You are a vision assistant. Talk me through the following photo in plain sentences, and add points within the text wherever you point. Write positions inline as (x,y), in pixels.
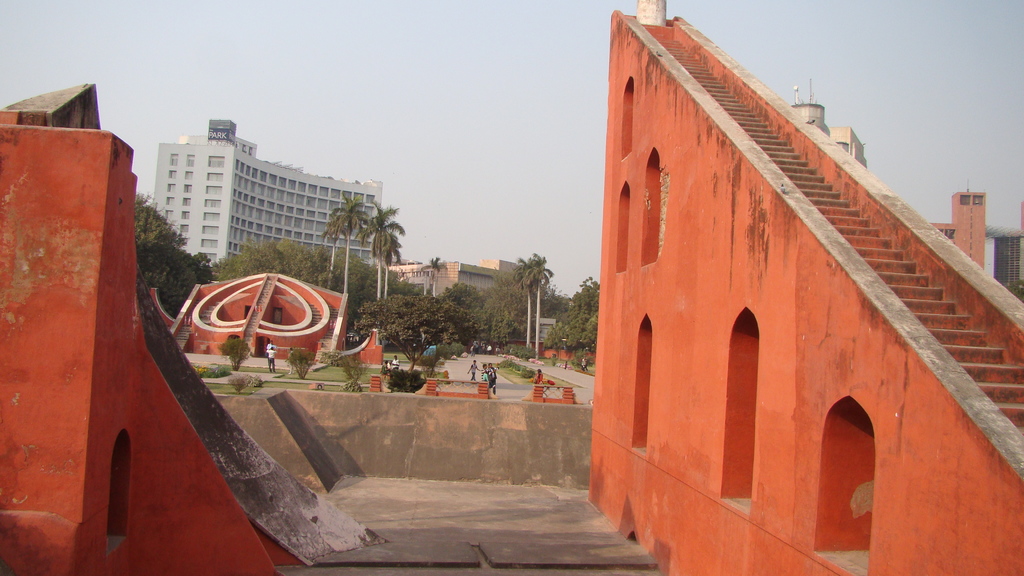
In this picture we can see steps (688,57), orange color walls (716,409), trees (587,340), buildings (422,287) and some people (490,363) and in the background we can see the sky (560,119).
